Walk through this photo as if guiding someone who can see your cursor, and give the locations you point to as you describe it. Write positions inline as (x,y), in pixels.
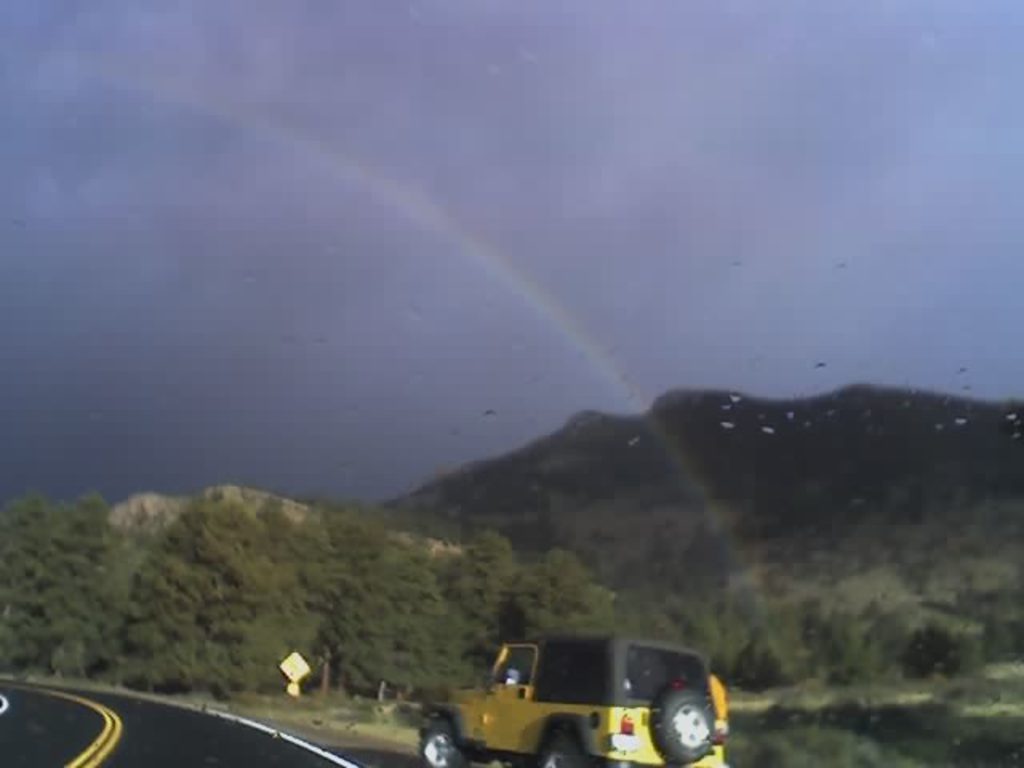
In this picture we can observe a yellow color jeep (506,720) moving on the road (185,718). There is yellow color board (297,669) here. We can observe trees (310,632) and a rainbow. In the background (586,423) there is a hill (796,420) and a sky (549,112).
